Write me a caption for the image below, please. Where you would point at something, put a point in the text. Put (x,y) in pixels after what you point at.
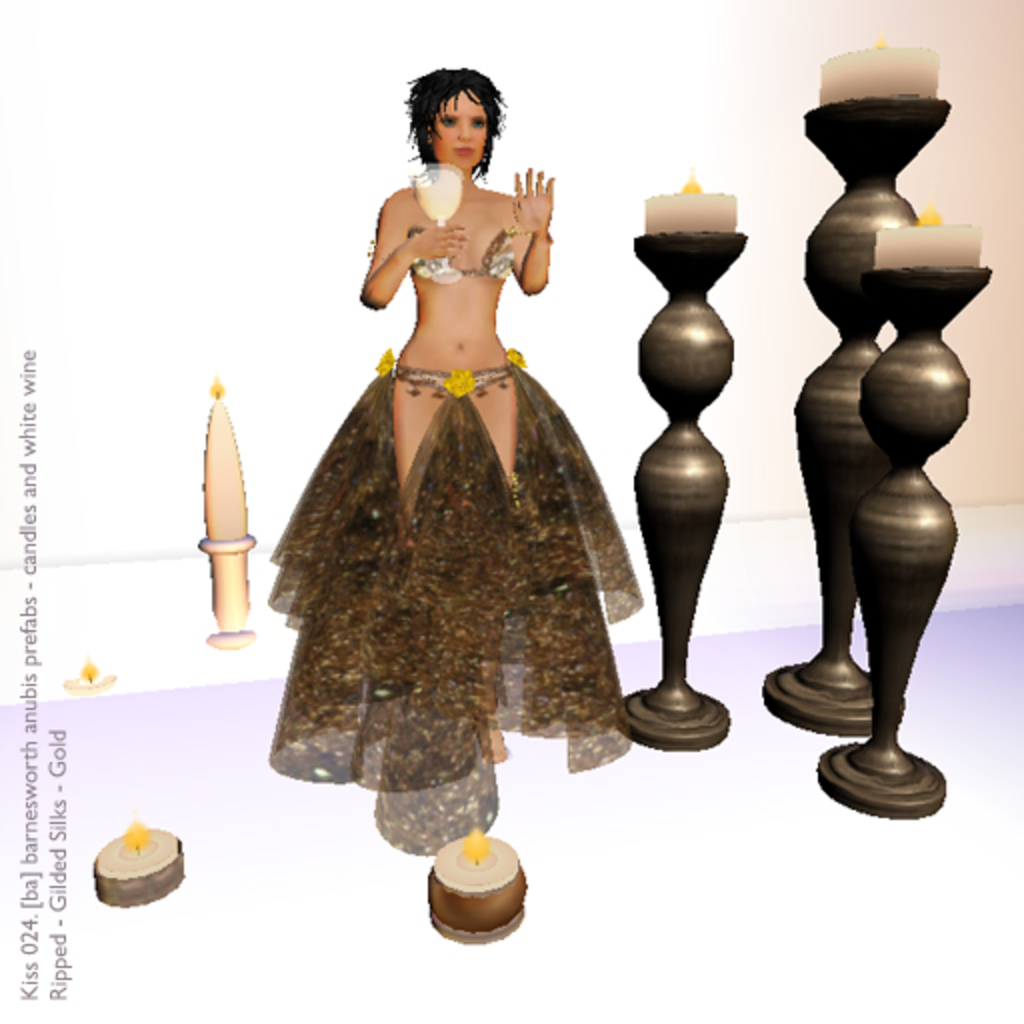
In this animated image there is a woman (468,545) standing. She is holding a glass (441,216) in her hand (441,249). To the right (702,207) there are candles (684,207) on the candle holder (845,520). In front of her there are candles (474,896) on the floor (261,915). To the left (29,922) there is text (30,853) on the image.
